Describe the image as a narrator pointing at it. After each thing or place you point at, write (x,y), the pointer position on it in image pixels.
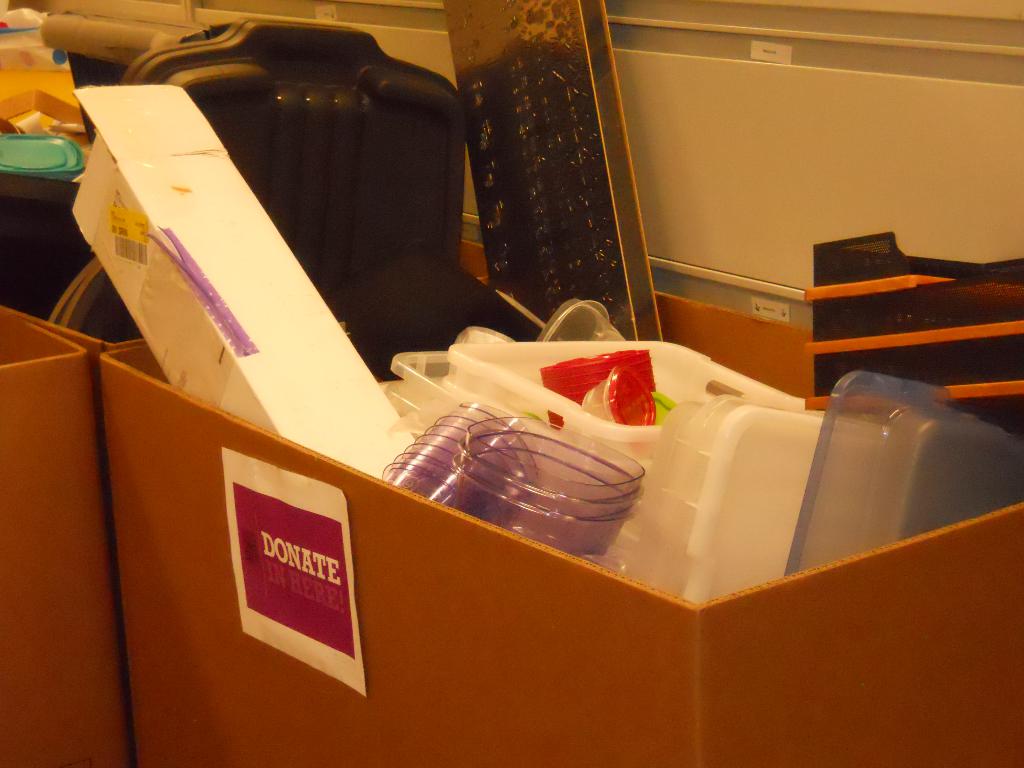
In this picture I can see few plastic boxes (589,435) and bowls (596,522) in the carton box (417,556) and I can see another carton box (33,580) on the side and I can see few items (56,151) on the left side (64,30).
